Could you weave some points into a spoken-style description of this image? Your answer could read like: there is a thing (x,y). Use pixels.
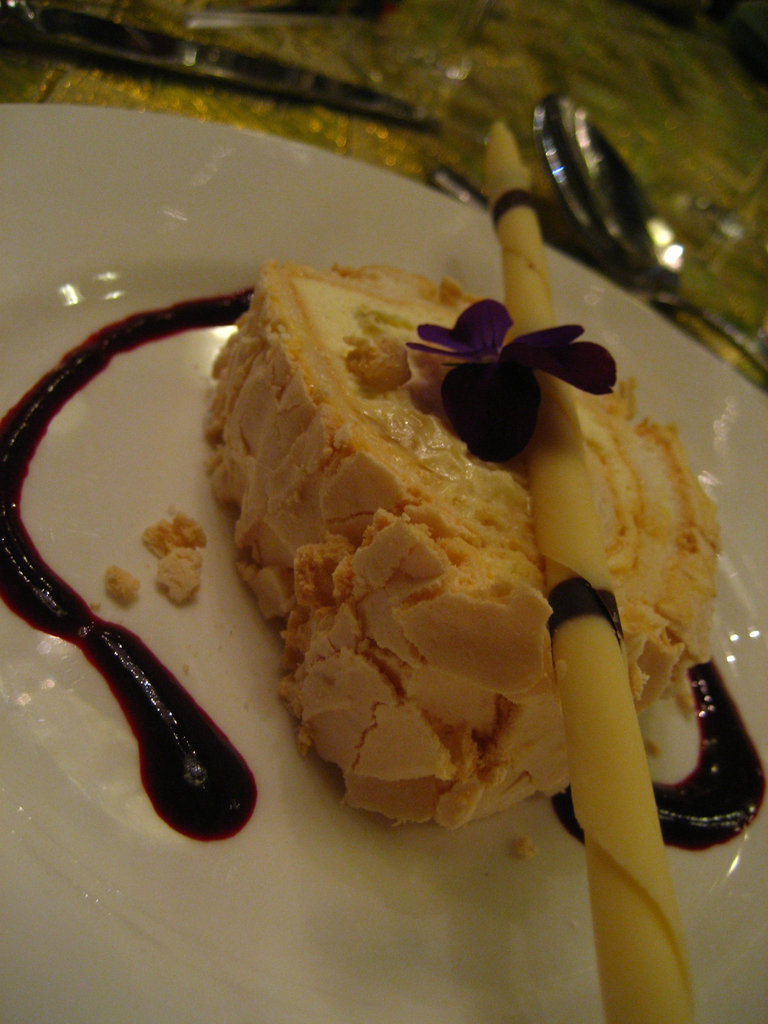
In this image there is a truncated plate (118,464) on the surface (745,298), there is food (469,575) on the plate (270,788), there is a flower (512,358) on the food (554,381), there is a spoon (651,229) truncated towards the right of the image (623,227), there is an object (202,61) truncated towards the left of the image (167,41).
